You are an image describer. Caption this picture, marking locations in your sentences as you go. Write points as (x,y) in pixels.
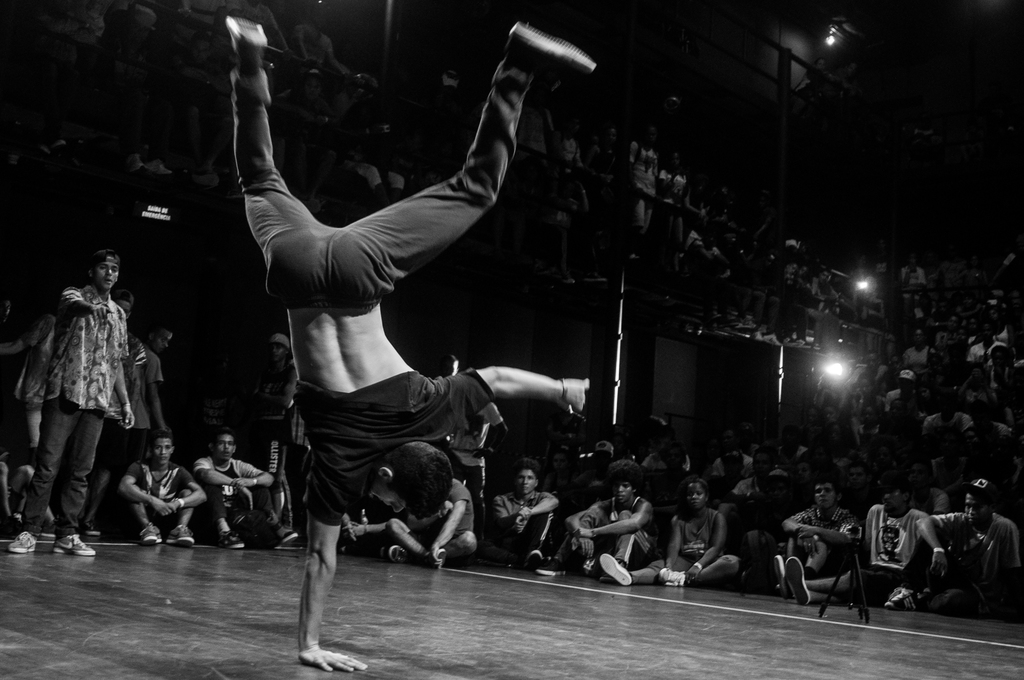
I see this is a black and white image and I see number of people (905,349) in which most of them are sitting and I see that this man (354,325) is on his hand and I see the lights (862,287) over here and I see that it is a bit dark in the background (793,46) and I see the floor (175,627) and I see the tripod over here.
